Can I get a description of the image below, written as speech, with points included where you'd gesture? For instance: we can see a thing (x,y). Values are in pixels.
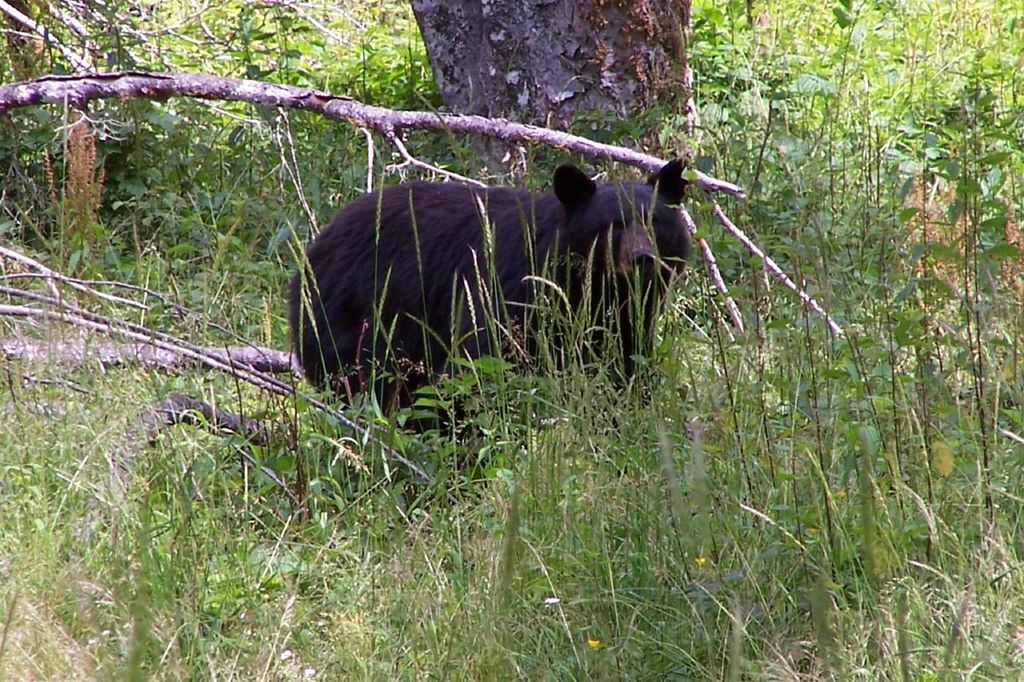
In the picture I can see a bear (416,398) standing in the grass (515,452), here I can see small plants (153,119) and trees (616,83) in the background (527,180).
